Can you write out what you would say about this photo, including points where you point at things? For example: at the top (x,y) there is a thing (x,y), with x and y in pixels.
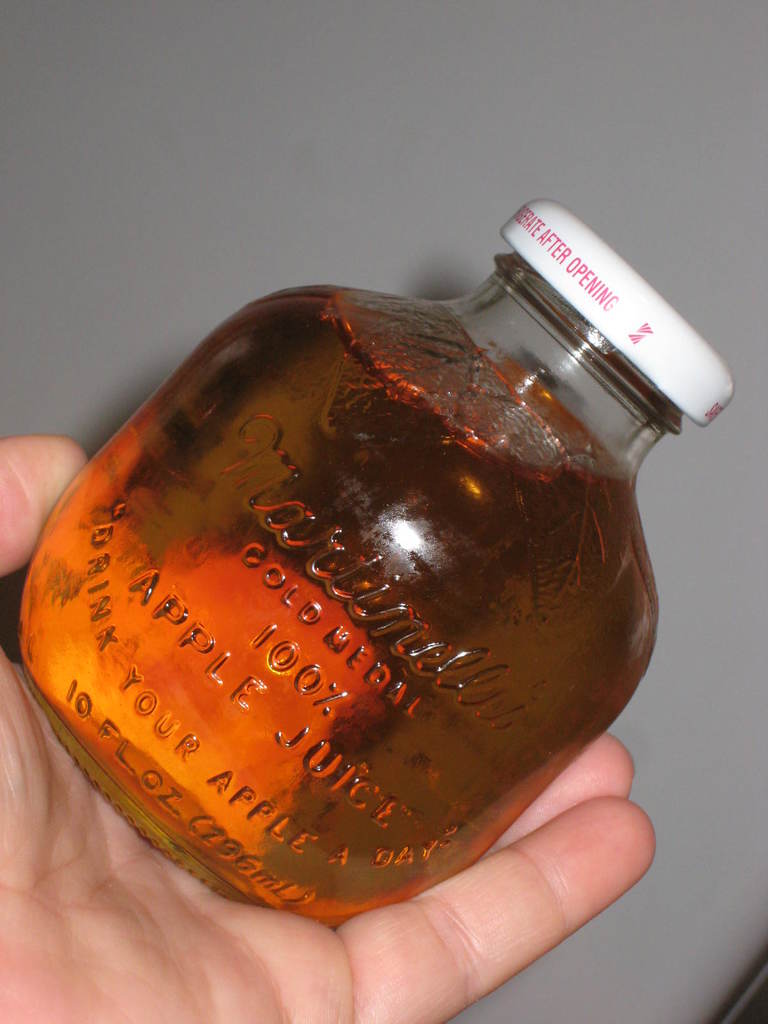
In this picture we can see a bottle (395,414) with liquid (349,525) in it and some persons hand (74,464) is holding it and in background (218,163) we can see wall (242,159).
